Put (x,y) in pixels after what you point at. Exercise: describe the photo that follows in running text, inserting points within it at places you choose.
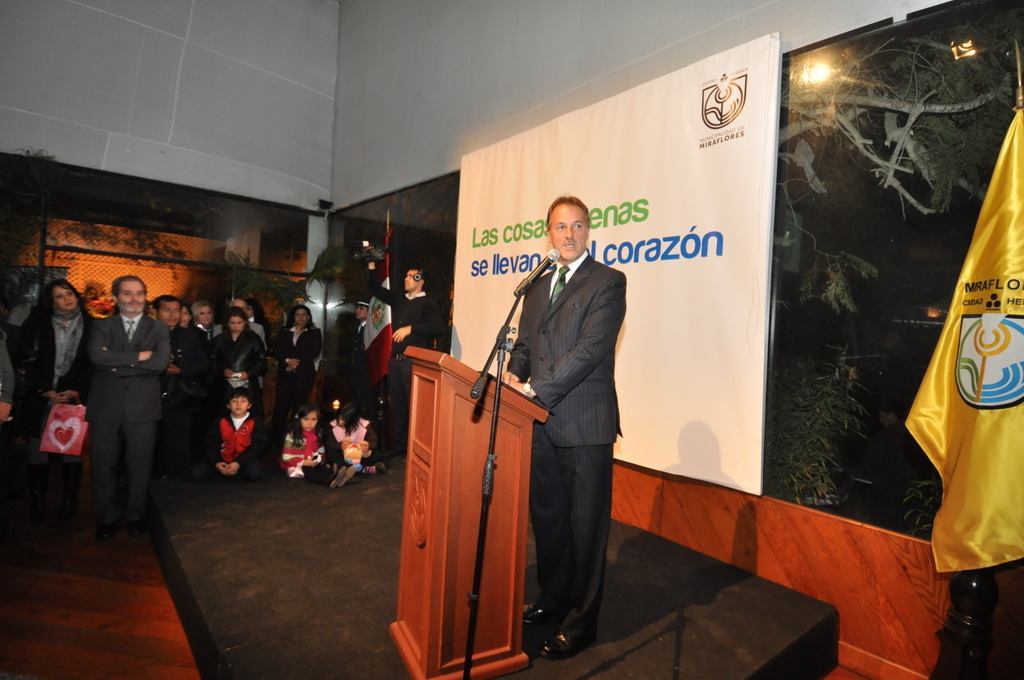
In this picture we can see a person (531,360) standing and talking in front of mike (502,326), side few people (168,403) are standing, behind we can see a board (702,313) to the wall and we can see flag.
